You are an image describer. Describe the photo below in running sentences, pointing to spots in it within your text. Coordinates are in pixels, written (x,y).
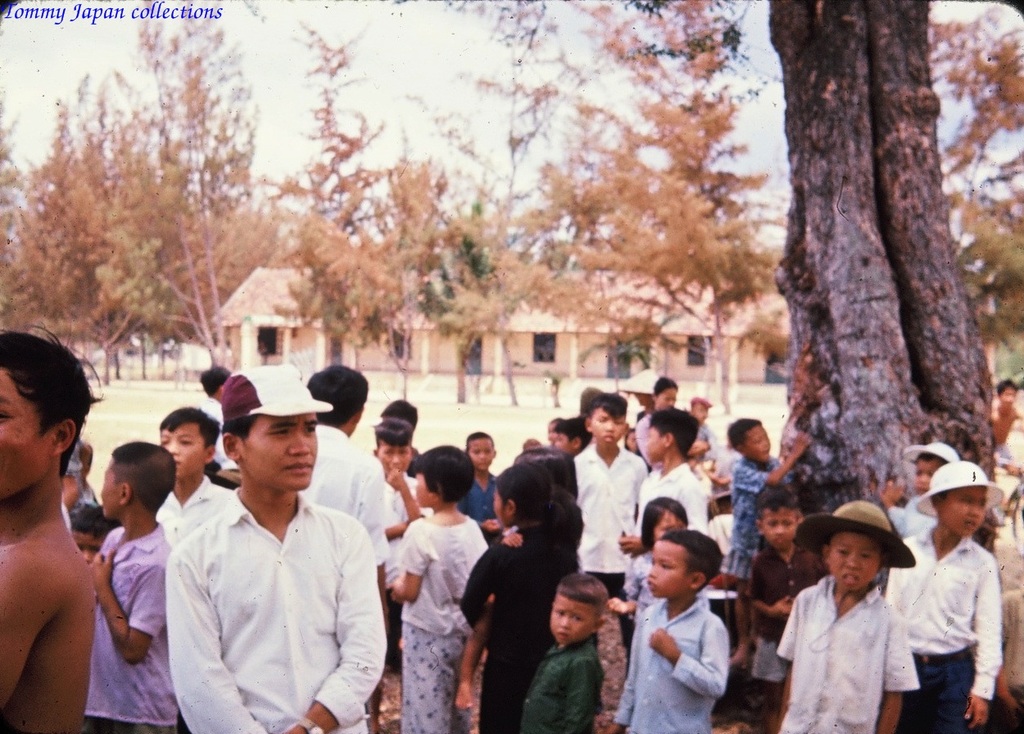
In this image I can see a tree (848,17) on the right side (956,270) and near it I can see number of children (629,485) are standing. I can also see most of them are wearing white colour dress (330,445) and caps (966,485). In the background (109,353) I can see few more trees (10,299), a building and the sky (385,62). On the top left side of the image (35,16) I can see a watermark (216,6).
